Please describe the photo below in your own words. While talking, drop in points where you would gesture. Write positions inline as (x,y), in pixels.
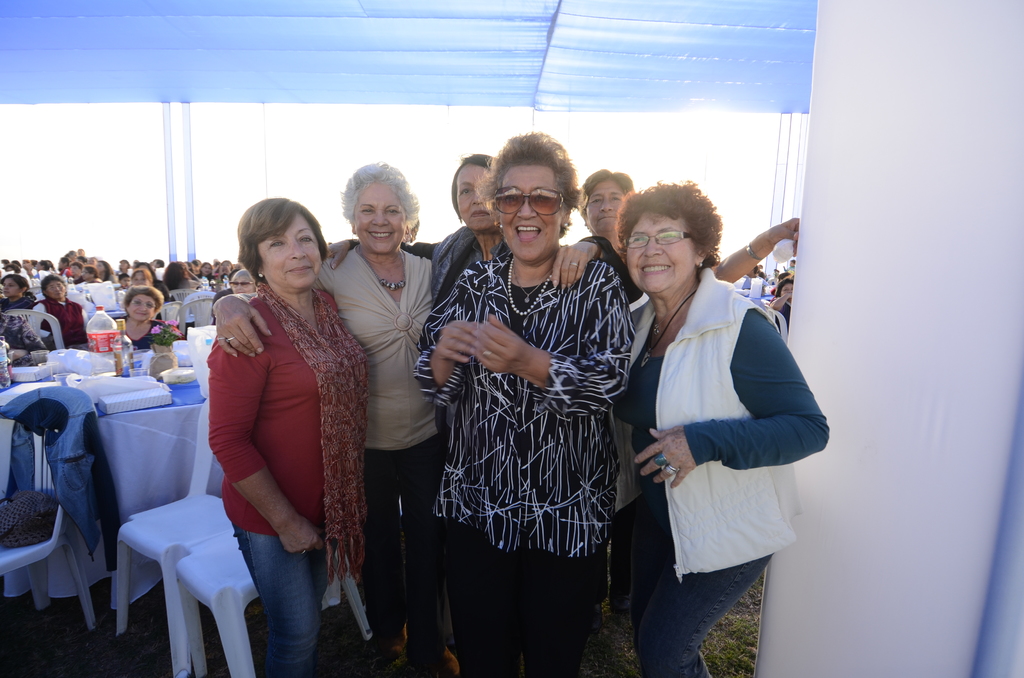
In this picture I can see group of people (696,379) standing and smiling, there are group of people (159,272) sitting on the chairs (17,311), there are some objects (96,358) on the tables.
